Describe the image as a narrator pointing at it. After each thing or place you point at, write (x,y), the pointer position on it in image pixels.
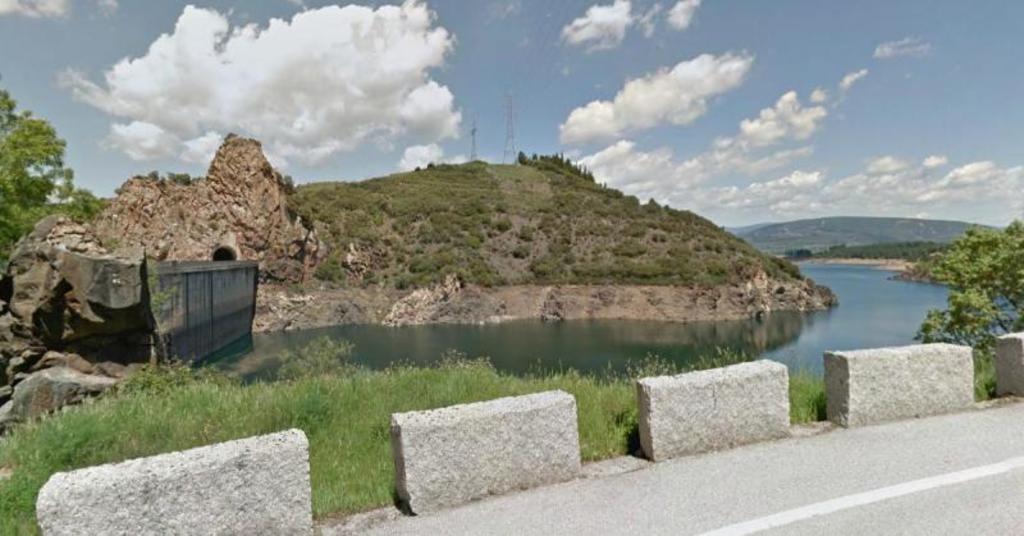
In this image we can see cloudy sky (538,102), mountains (510,226), two antennas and the river (855,301). So many trees (955,273), bushes (667,261), grass (531,176) are there. One road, so many rocks (697,398) are there.
